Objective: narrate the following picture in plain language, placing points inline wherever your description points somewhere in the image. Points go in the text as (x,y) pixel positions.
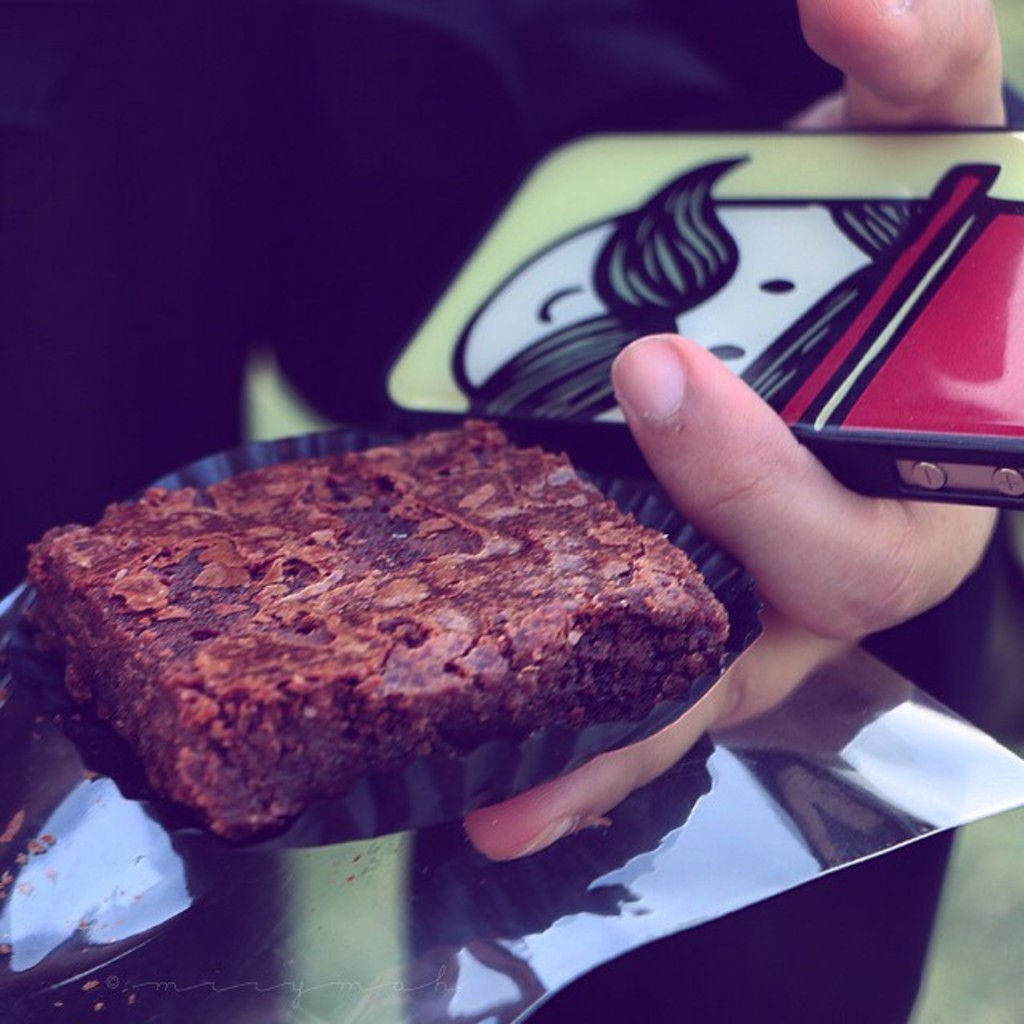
In the picture I can see a food item (462,588), a mobile (909,269) and some other objects (669,529) in a person's hand (660,743). The background of the image (149,164) is blurred.
